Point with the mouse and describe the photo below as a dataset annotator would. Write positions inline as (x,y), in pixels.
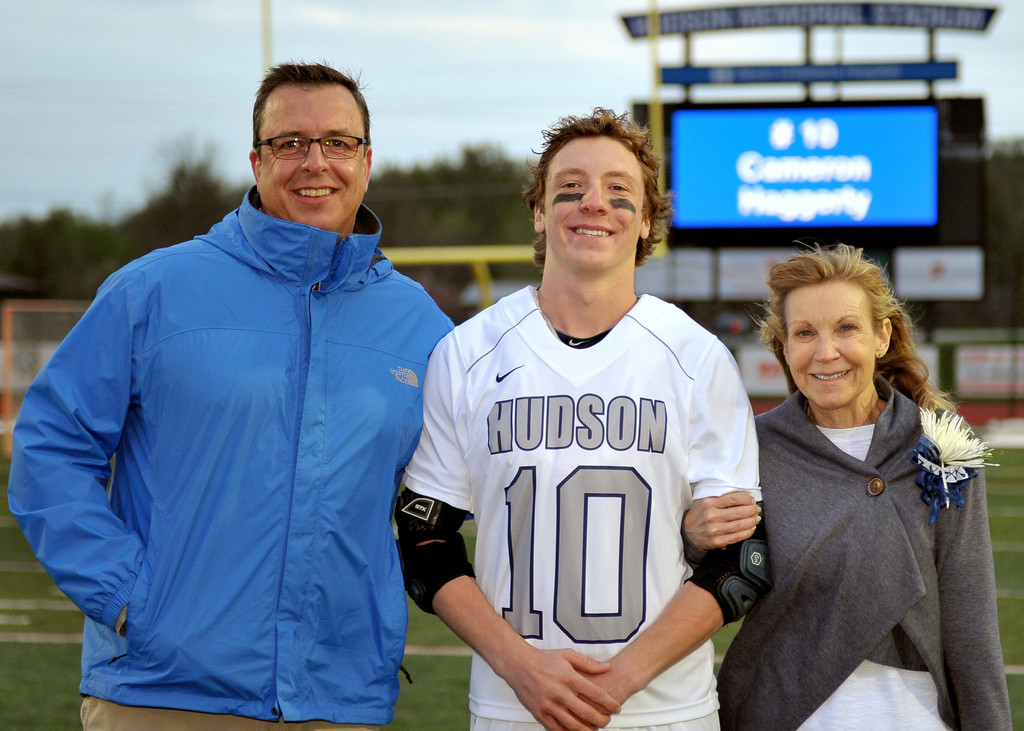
In front of the image there are three people (567,274) having a smile on their faces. Behind them there are boards (979,372). There is a display board (712,168) with some text (870,208) on it and there are some other objects (73,308). In the background of the image (461,264) there are trees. At the bottom of the image (42,687) there is grass (57,647) on the surface (50,639). At the top of the image (16,77) there is sky (151,49).
